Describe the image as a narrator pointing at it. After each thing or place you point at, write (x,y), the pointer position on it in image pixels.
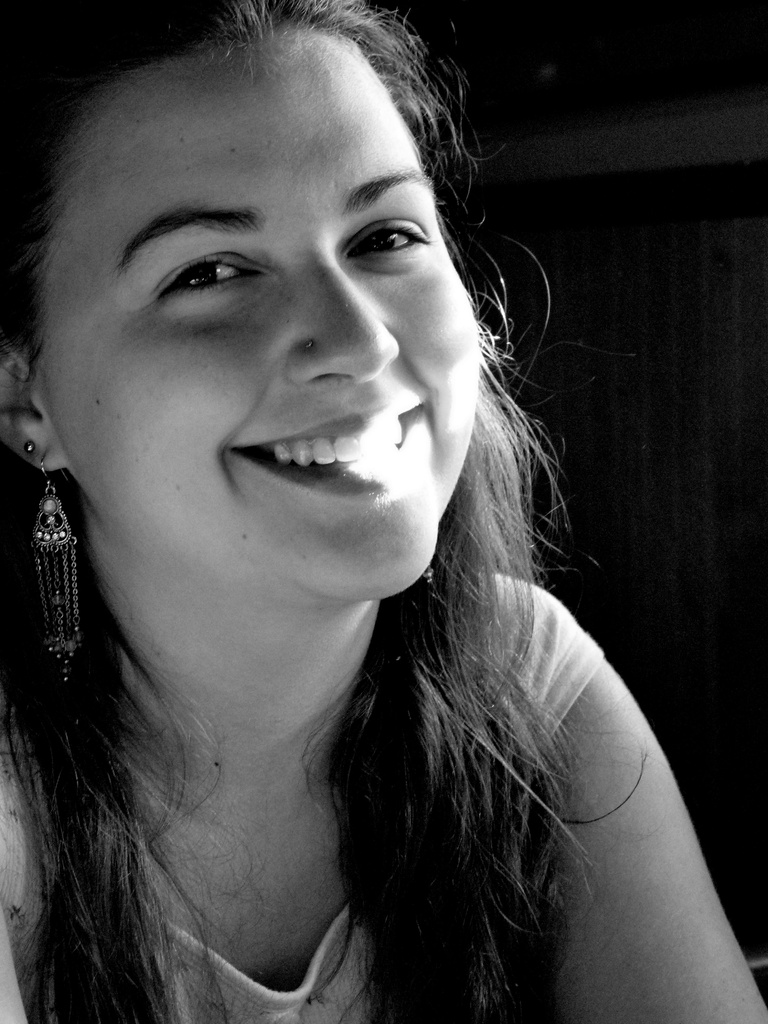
This is a black and white image. In this image we can see a woman (416,452).
